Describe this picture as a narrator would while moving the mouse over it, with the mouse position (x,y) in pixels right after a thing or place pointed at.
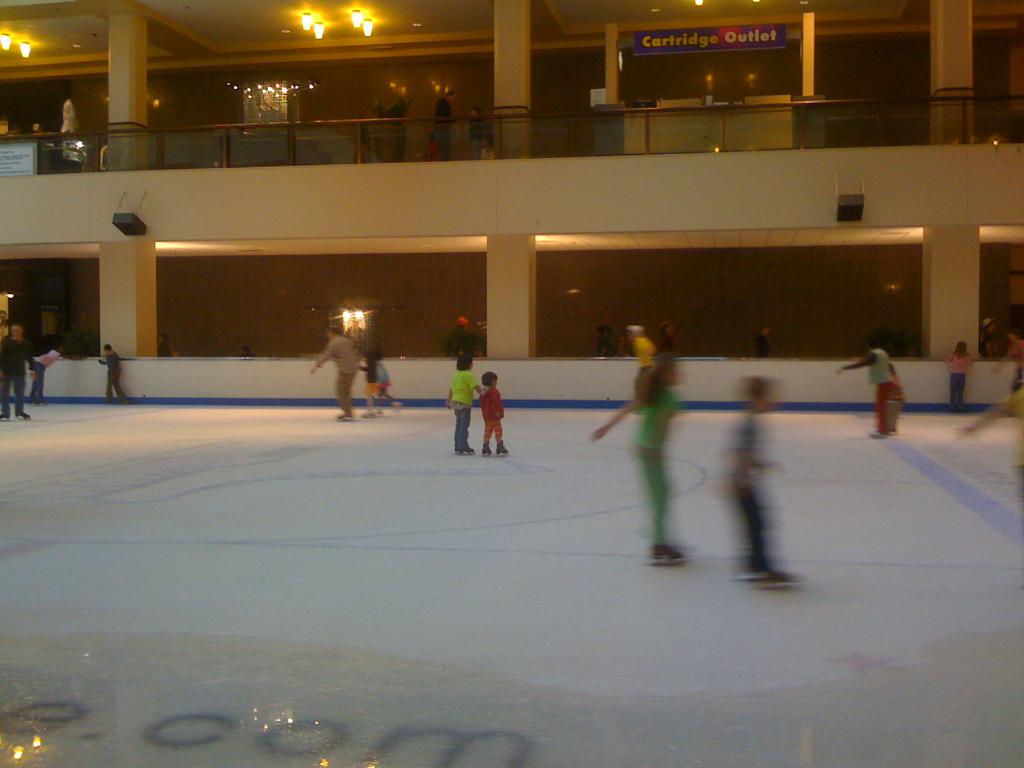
In the image in the center (375,359) we can see few people (14,330) were skating. In the background (506,131) there is a wall (190,85), fence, photo frame (263,104), lights (318,37), pillars (140,291), banners (779,38), speakers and few other objects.
